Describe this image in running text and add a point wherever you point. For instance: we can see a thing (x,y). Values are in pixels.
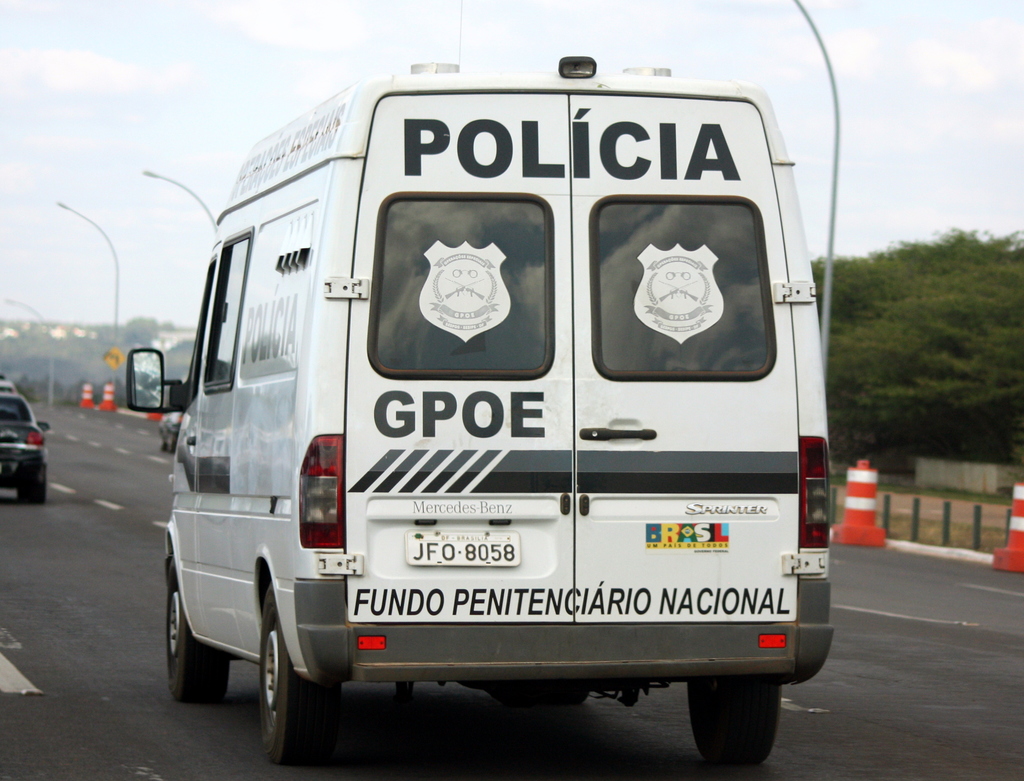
In this image I can see a van (452,427) which is white and black in color on the road (151,694). In the background (20,359) I can see few other vehicles (7,405) on the road (56,410), few traffic poles (84,406), few street light poles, few trees (1014,396), few buildings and the sky (205,144).
